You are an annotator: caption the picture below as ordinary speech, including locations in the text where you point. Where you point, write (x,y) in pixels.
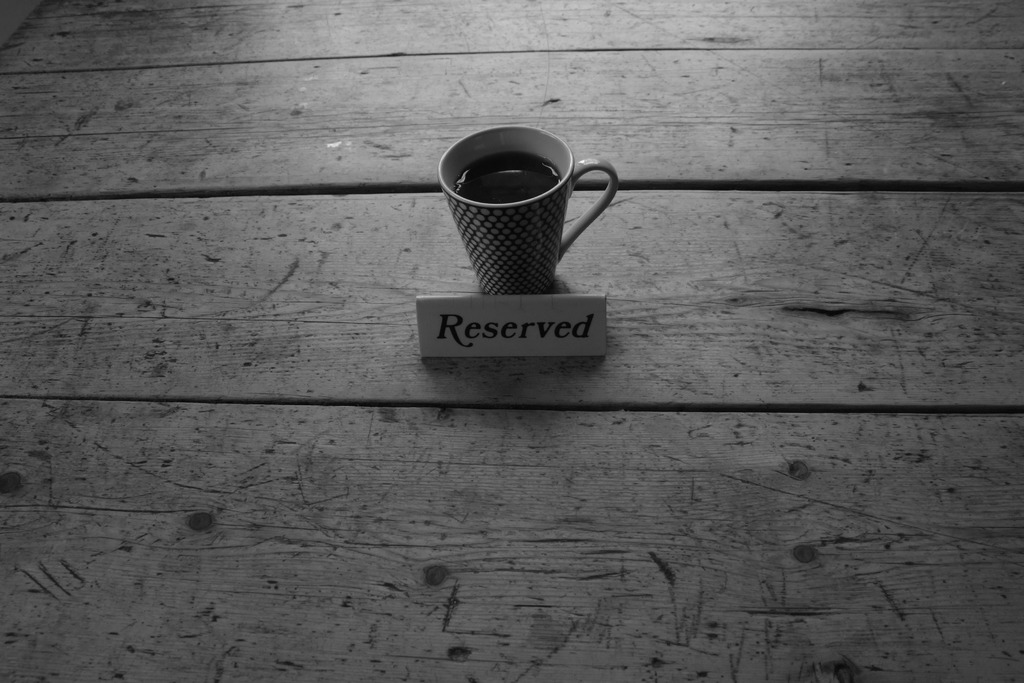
In this image, we can see a coffee (535,182) with cup (540,212) is placed on the wooden surface (416,333). Here we can see a name board (489,336).
